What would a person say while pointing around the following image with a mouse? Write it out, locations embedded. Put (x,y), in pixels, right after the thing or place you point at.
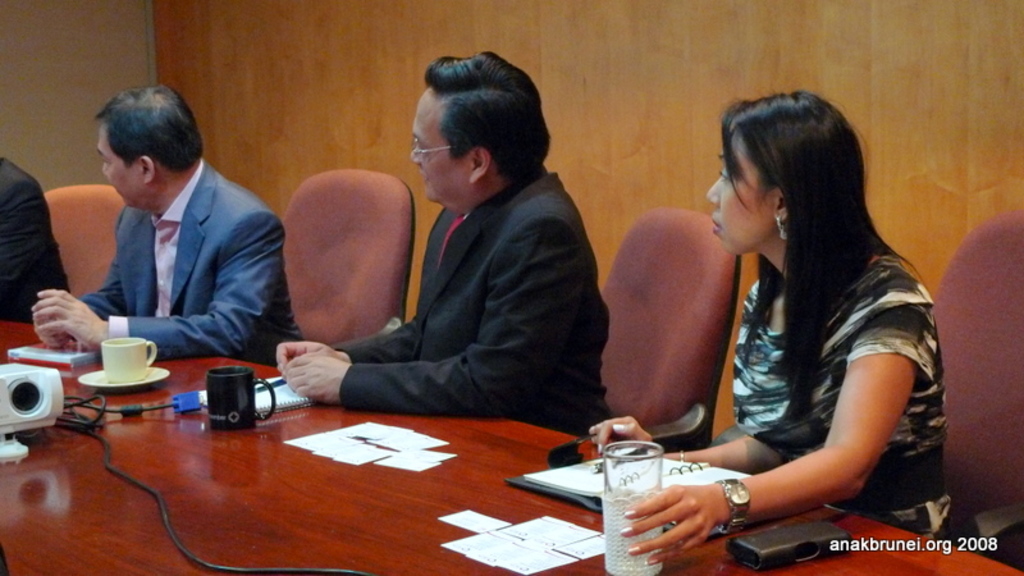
In this image I can see a person (500,269) wearing black blazer (486,282) and red tie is sitting on a chair (634,289), a woman (872,325) wearing black and white dress (833,330) is sitting on a chair (977,393) and a person (184,255) wearing pink shirt (159,237) and blue blazer (206,263) is sitting on a chair (354,261) in front of a table (196,446) which is brown in color and on the table (248,502) I can see a projector (30,401), few cups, few wires (108,468), few papers (478,550), a file (547,490) and few other objects (818,533). In the background (12,308) I can see a person (40,284) and the brown colored surface (334,81).
